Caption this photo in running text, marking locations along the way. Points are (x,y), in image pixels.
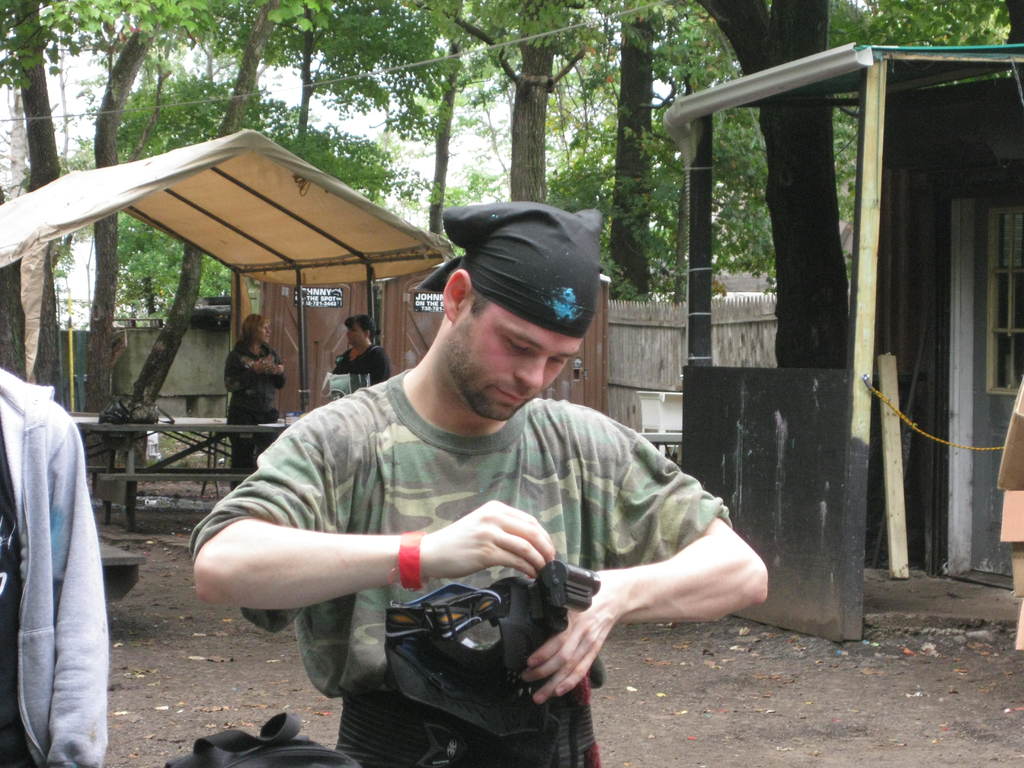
In the foreground of the picture (447,643) there is a man (436,573) holding an object (495,620). On the left (63,669) there is a person (57,574) wearing hoodie (68,632). In the background (65,221) there are tents (226,222), tables (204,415) and two women (253,362) standing. On the right (704,441) there is a room (988,229). In the background (33,65) there are trees (259,114) and a wall (634,354).
